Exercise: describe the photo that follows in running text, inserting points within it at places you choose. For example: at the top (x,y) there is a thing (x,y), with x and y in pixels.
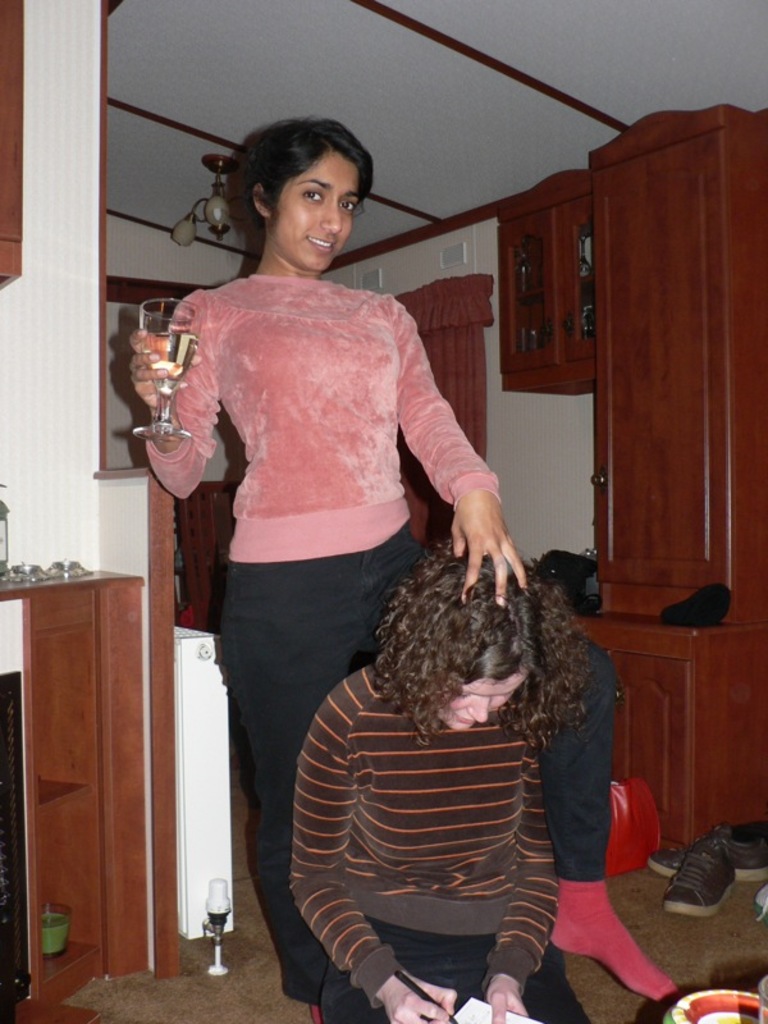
Here we can see a woman (409,860) writing with a pen (413,989) on a book (477,1004) by holding in her hands (502,1021) and there is another woman (399,530) standing by holding a wine glass (182,374) in her hand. In the background (68,406) there is a light (215,190) on the roof top (200,190), wall (37,395), curtain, cupboards (679,322), shoes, candle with stand (52,941) and some other objects (203,907) on the floor (721,909). We can also see some other objects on the table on the left side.
